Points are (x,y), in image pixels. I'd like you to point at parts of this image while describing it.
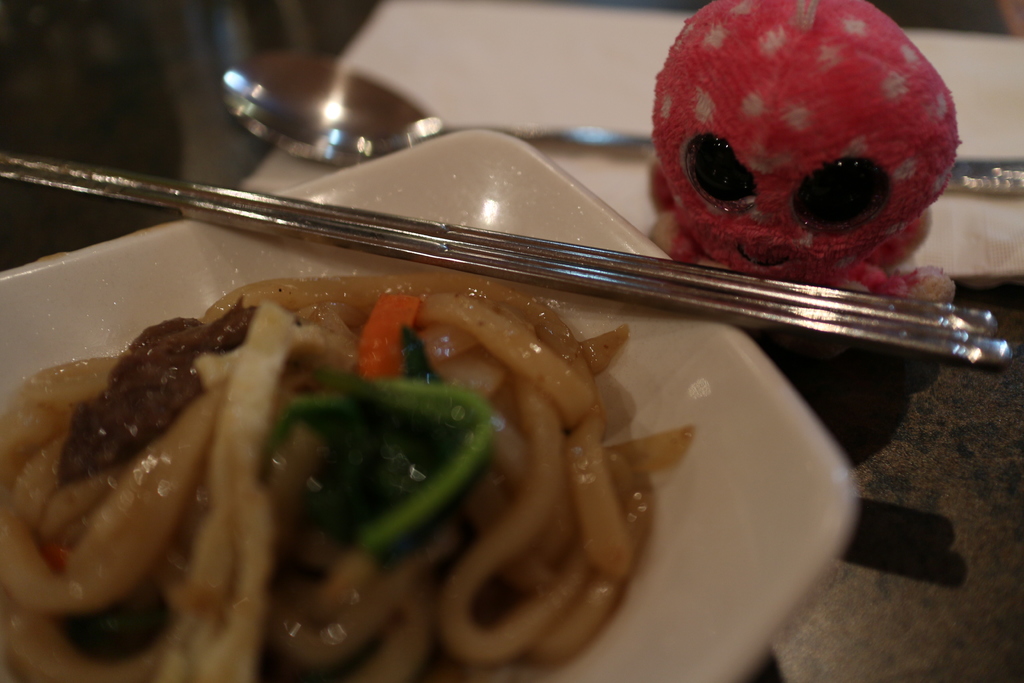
In the image there are noodles (261,444) in a plate (584,219) with chopsticks (415,256) on a table (976,609) and in the back (516,65) there is a napkin (487,59) with spoon (976,185) and a toy (785,139) on it.
